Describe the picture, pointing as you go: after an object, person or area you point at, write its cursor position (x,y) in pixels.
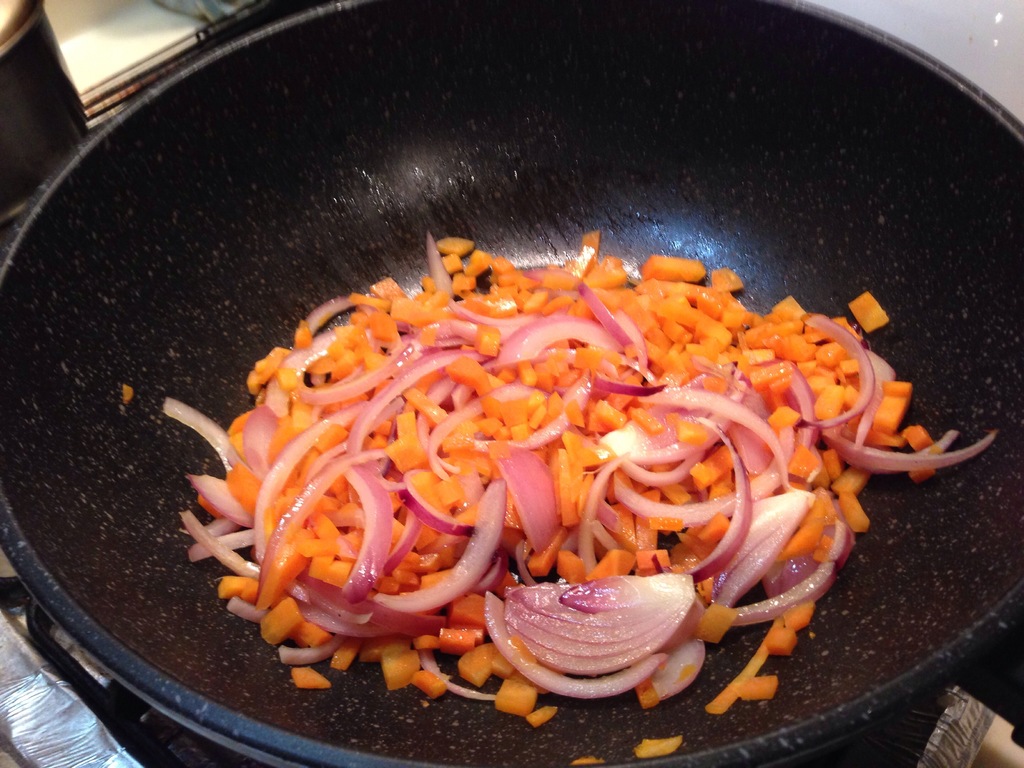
This picture shows a pan (672,46) on the stove (72,736). We see chopped carrot (726,523) and onion pieces (765,443) in it.
